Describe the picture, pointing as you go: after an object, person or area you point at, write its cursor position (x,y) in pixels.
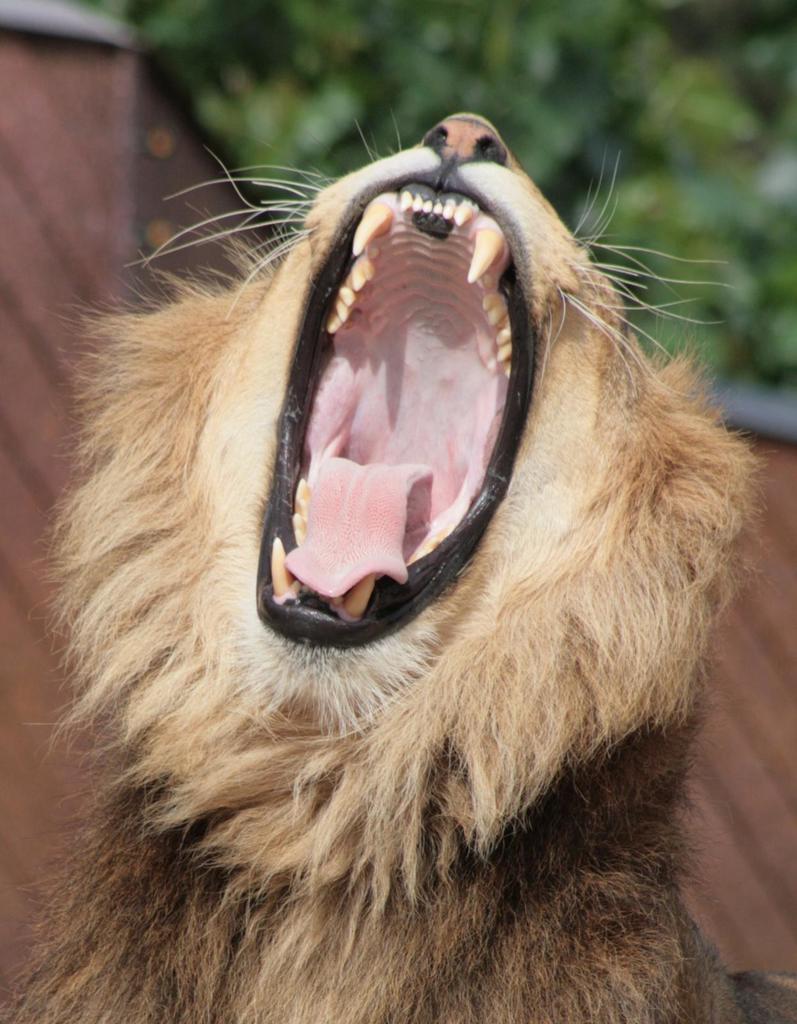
In the image we can see a lion (459,626), pale brown and black in color Here we can see a wooden surface (26,357) and the background (528,77) is blurred.
